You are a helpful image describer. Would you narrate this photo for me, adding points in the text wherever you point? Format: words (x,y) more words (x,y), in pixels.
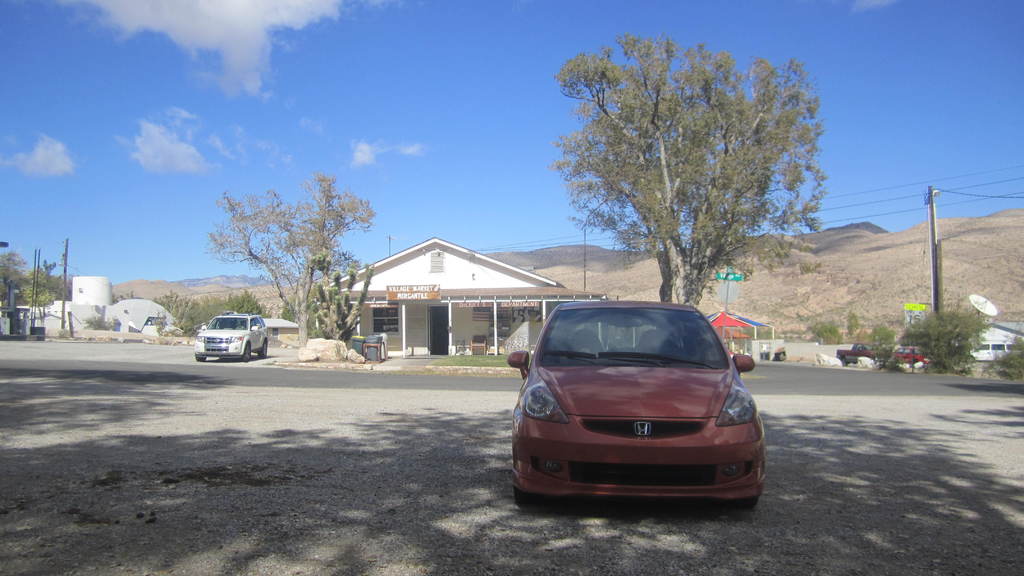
In this picture I can see a car (624,399) in the middle (583,377), in the background (681,288) there are trees (674,230) and a house (495,315), on the left side (232,325) a vehicle (240,341) is moving on the road (279,354), at the top (460,81) there is the sky (420,110).
